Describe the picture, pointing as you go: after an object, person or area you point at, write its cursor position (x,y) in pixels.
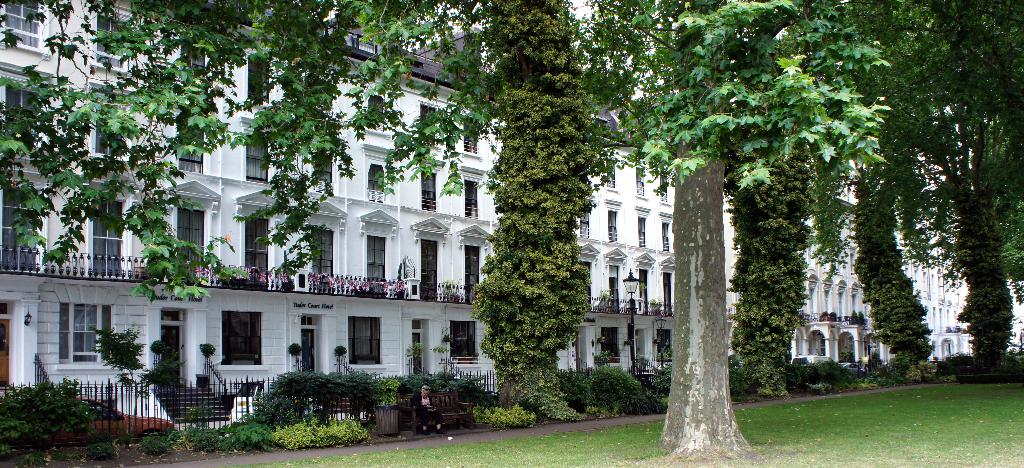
At the bottom of the image (760,445) on the ground (957,428) there is grass (763,416) and also there is a tree (712,399). Behind the ground (514,441) there is a road (636,420). Behind the road (286,458) there are bushes (501,417), plants (517,415) and a bench (444,404). On the bench (457,406) there is a man (424,401) sitting. Behind them there is fencing (169,406). Behind the fencing (108,418) there are few cars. And also there are few trees (552,139). In the background (249,239) is a building (218,186) with walls (318,302), windows (252,255), doors (165,335) and railings (609,305).
